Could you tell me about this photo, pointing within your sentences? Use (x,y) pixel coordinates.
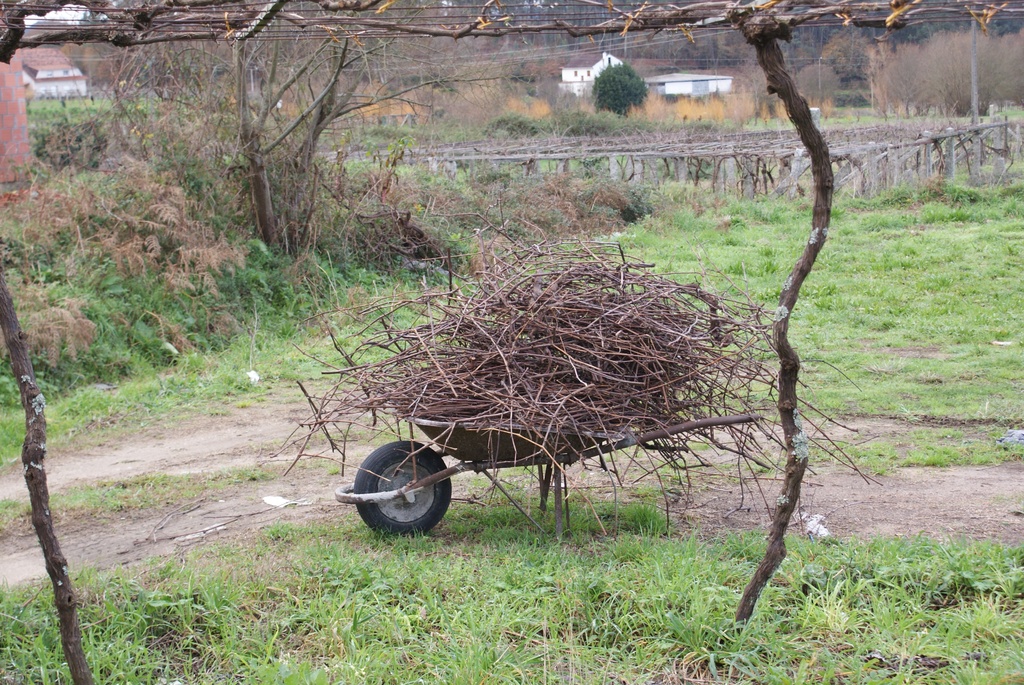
In this image there are stems (699,424) on the wheelbarrow (499,441), plants (785,84), grass (669,242), houses (20,154), trees (809,92).
